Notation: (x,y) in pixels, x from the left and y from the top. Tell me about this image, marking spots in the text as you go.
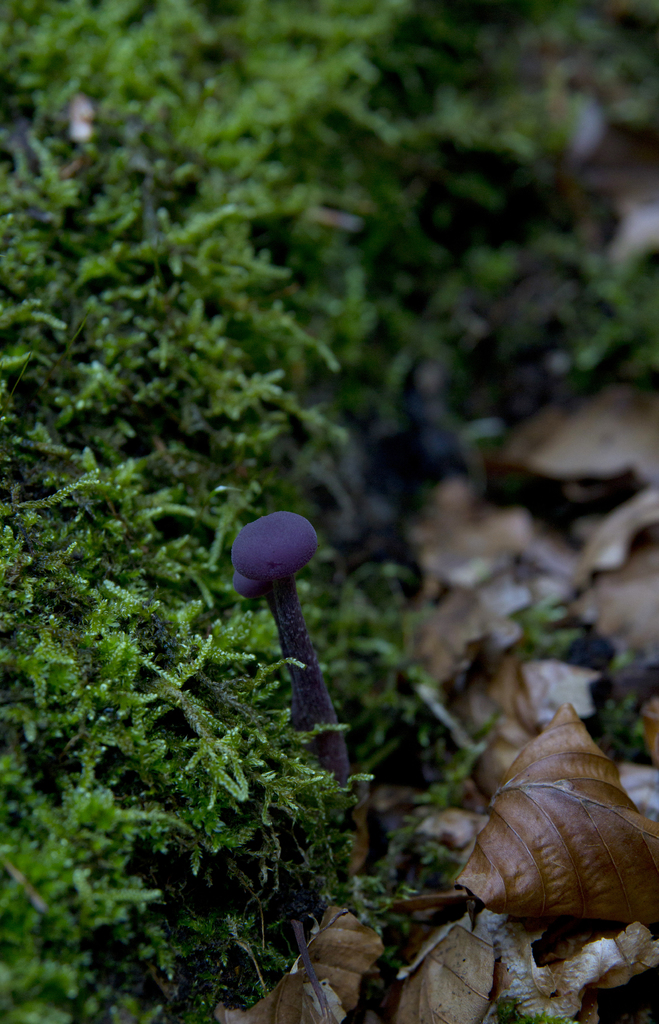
In this picture I can see a mushroom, there are leaves (655,878) and grass (7,562).
